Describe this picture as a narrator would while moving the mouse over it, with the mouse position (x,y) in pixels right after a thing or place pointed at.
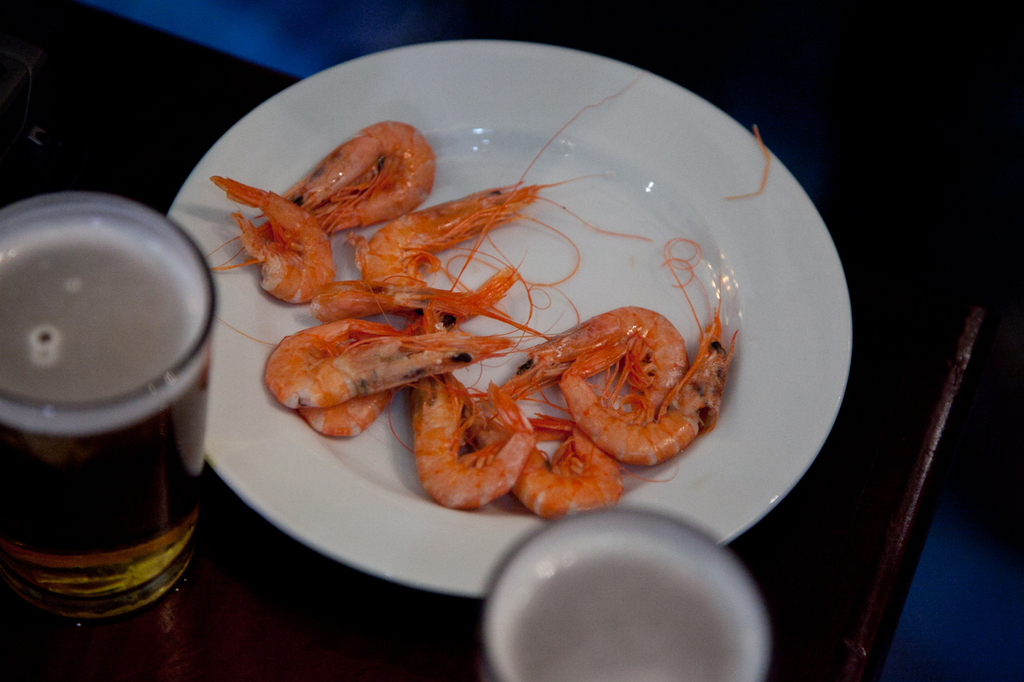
In this picture I can see a food item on the plate (798,245), glasses (102,562) with liquids (561,668) in it, which are on the table (805,515), and there is dark background (992,78).
